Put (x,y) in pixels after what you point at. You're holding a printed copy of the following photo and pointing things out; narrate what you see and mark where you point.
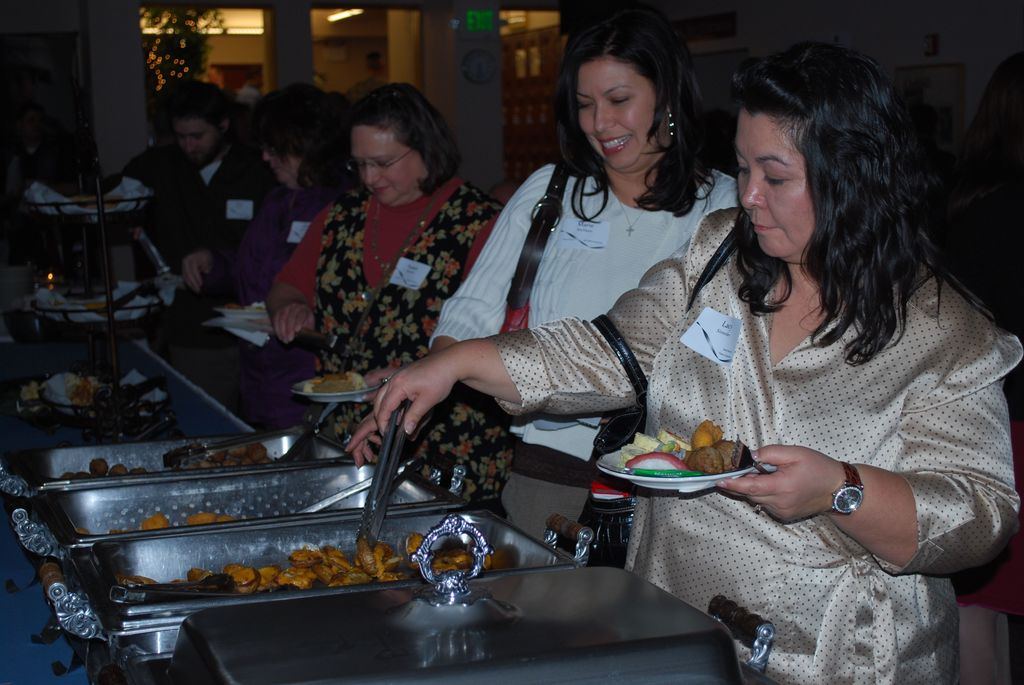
In the center of the image (660,323) we can see group of persons (449,327) standing at the table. On the table (92,359) we can see food items (357,555) placed in a tray (146,553). In the background (248,41) we can see pillar (310,25), lights (349,13) and wall (264,51).
